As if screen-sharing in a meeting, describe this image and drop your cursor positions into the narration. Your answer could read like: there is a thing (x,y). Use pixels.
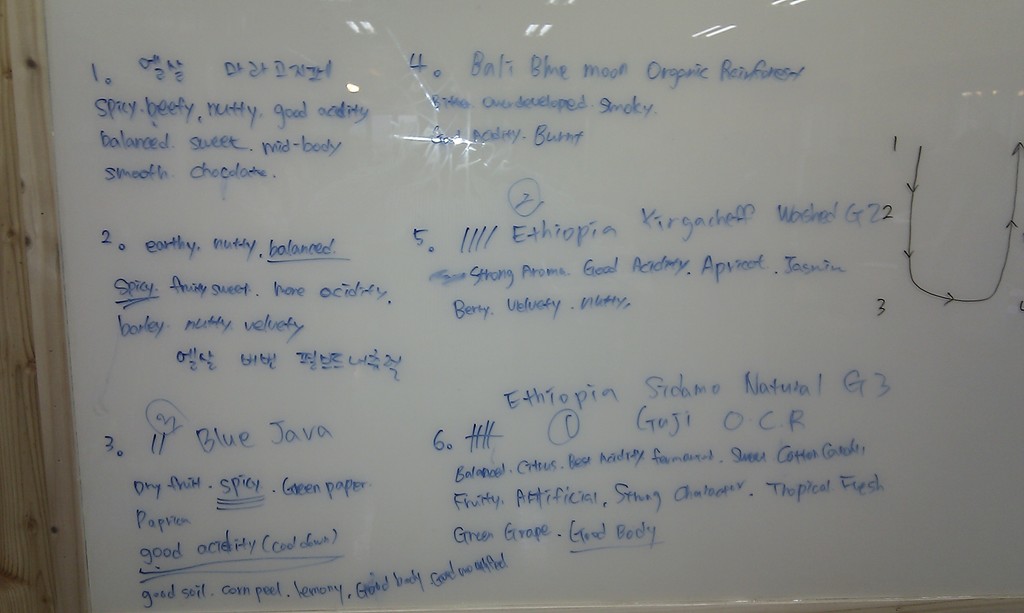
In this picture we can see some text (605,270) on the white color board (504,267).
